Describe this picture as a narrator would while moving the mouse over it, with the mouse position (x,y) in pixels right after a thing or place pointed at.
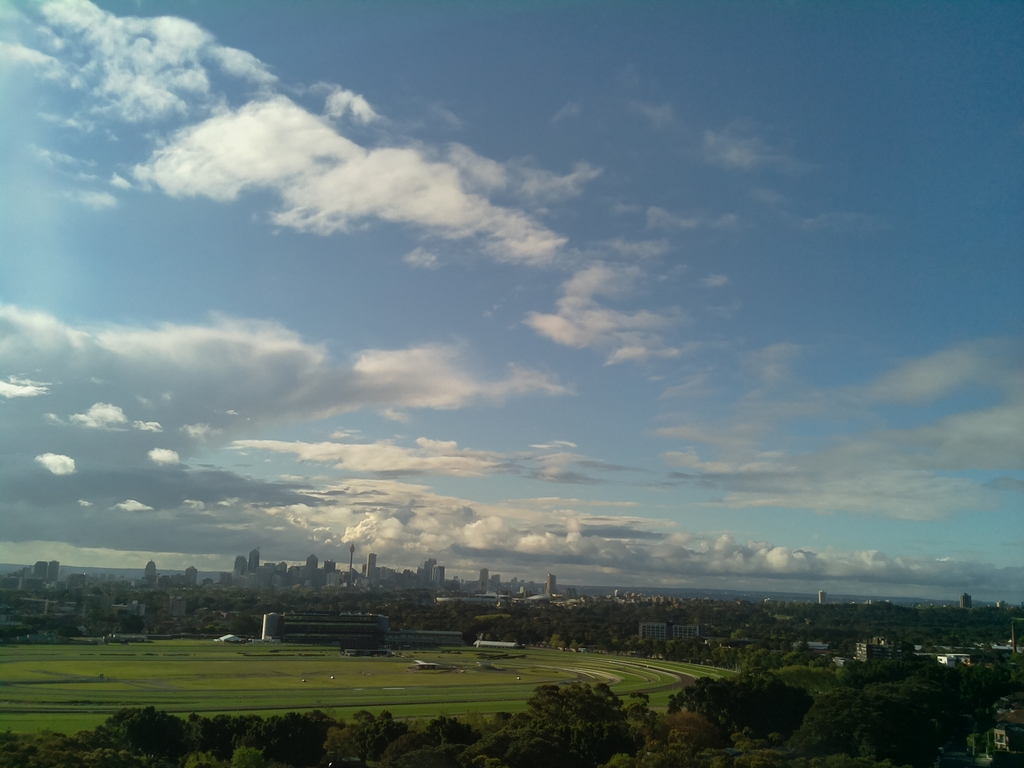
In this image in the foreground (900,680) there are trees (737,695). In the background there are buildings (126,615). In the middle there is a ground (215,653). The sky (234,252) is cloudy.
